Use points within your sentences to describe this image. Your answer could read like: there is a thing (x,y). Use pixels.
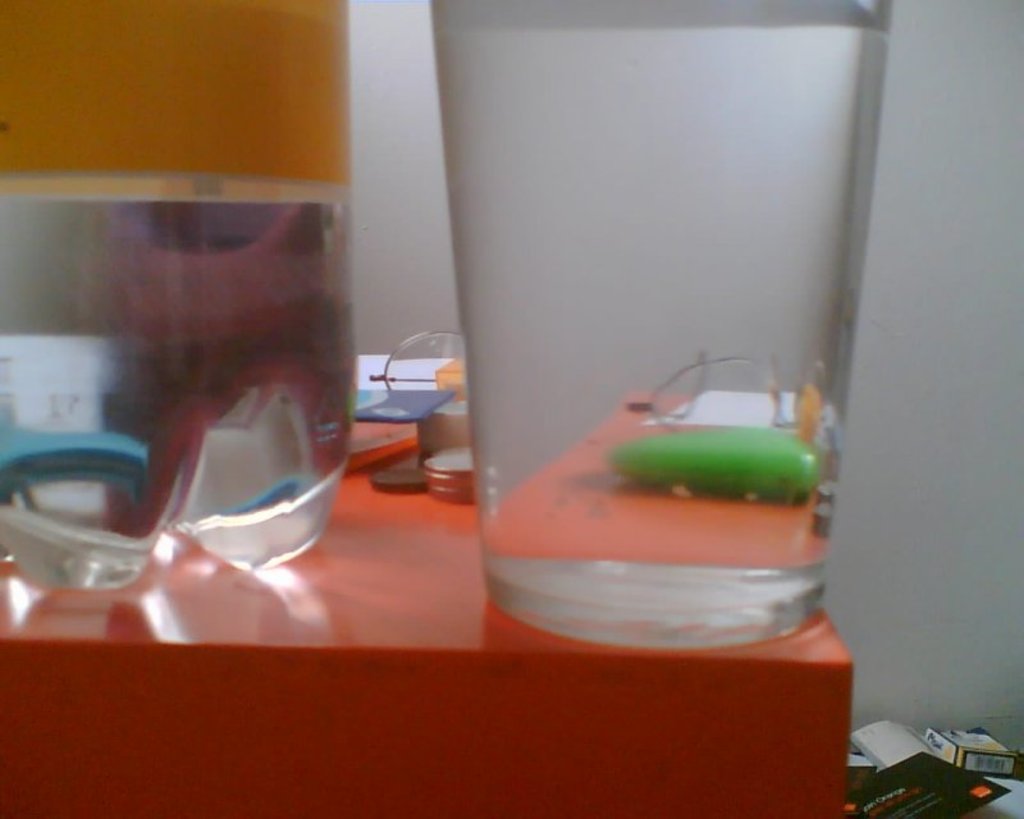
In the picture there is one glass (730,393) and one water bottle (246,407) and some things (428,421) on the desk (487,646) and at the right corner (934,743) there are books (906,762) and behind that there is a wall (945,221).
